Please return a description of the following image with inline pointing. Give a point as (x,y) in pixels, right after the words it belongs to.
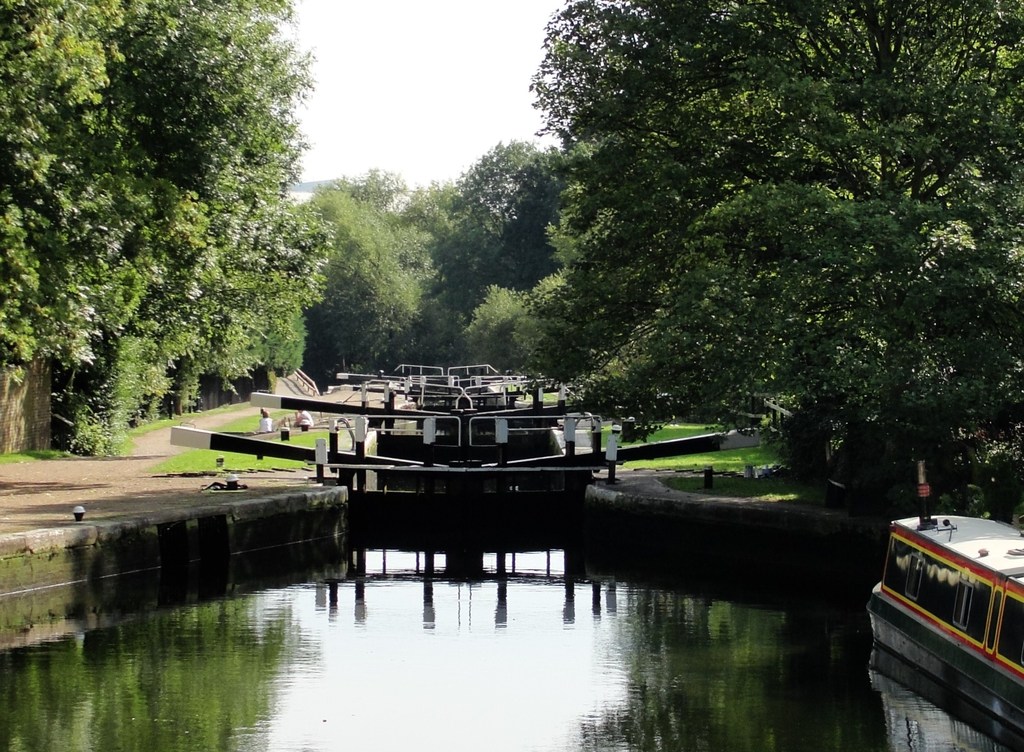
In this image I can see there is a small lake (455,561), a boat (949,643) at right side (1003,634) and there is an iron frame (349,405) in the backdrop (224,326), there are few trees (356,354) and the sky (464,172) is clear.
